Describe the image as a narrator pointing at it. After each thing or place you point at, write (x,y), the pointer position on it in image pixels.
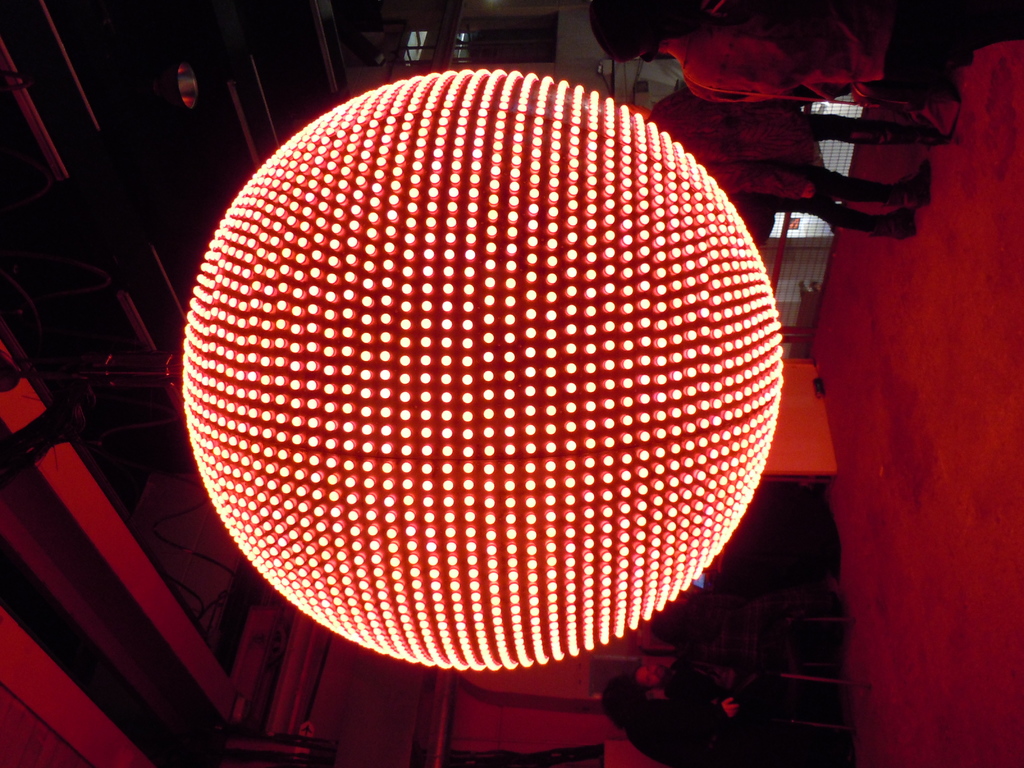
In this picture there is a light ball (510,320) in the center of the image (540,345).
